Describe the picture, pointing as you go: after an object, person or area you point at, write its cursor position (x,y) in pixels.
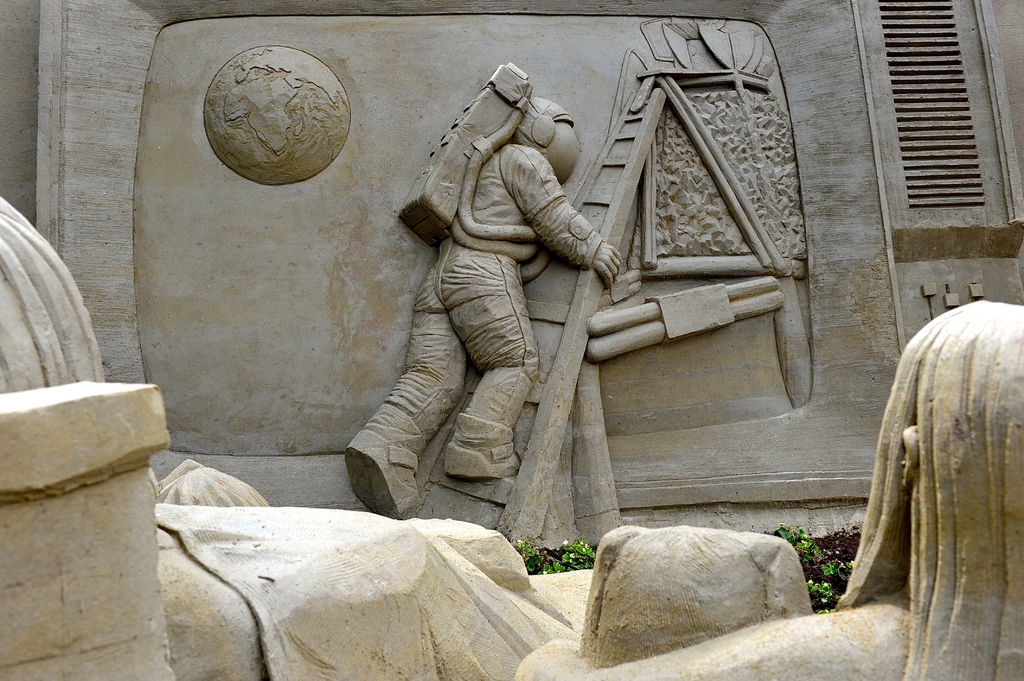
In this picture I can see the statues (445,354) of an astronaut (425,225) who is standing on the ladder (552,430). Beside that I can see the television screen (343,353) and globe (216,149). At the bottom (584,626) I can see others statues (891,462), beside that I can see some plants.
